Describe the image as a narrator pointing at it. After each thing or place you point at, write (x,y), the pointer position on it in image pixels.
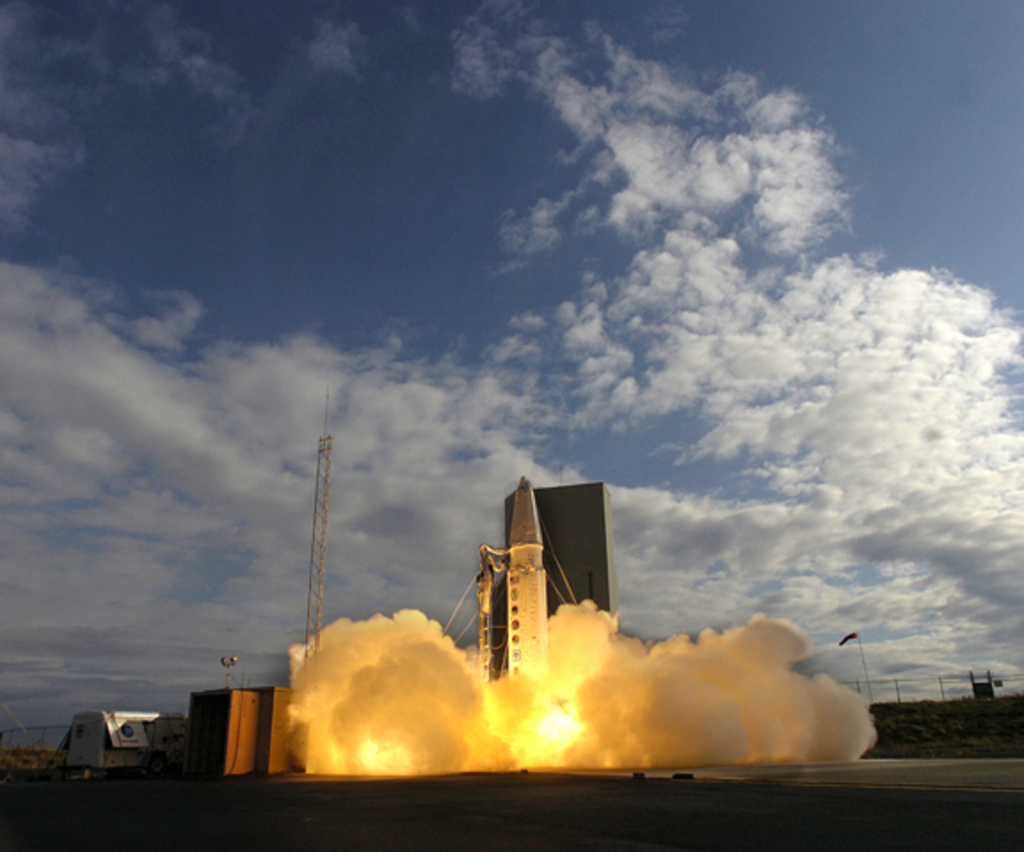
In this image there is a rocket (535,574), there is a tower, there is fire (551,728), there is smoke (489,684), there are objects (236,730) on the ground (139,774), there is fencing (902,686), there are clouds (647,343) in the sky (314,173).
